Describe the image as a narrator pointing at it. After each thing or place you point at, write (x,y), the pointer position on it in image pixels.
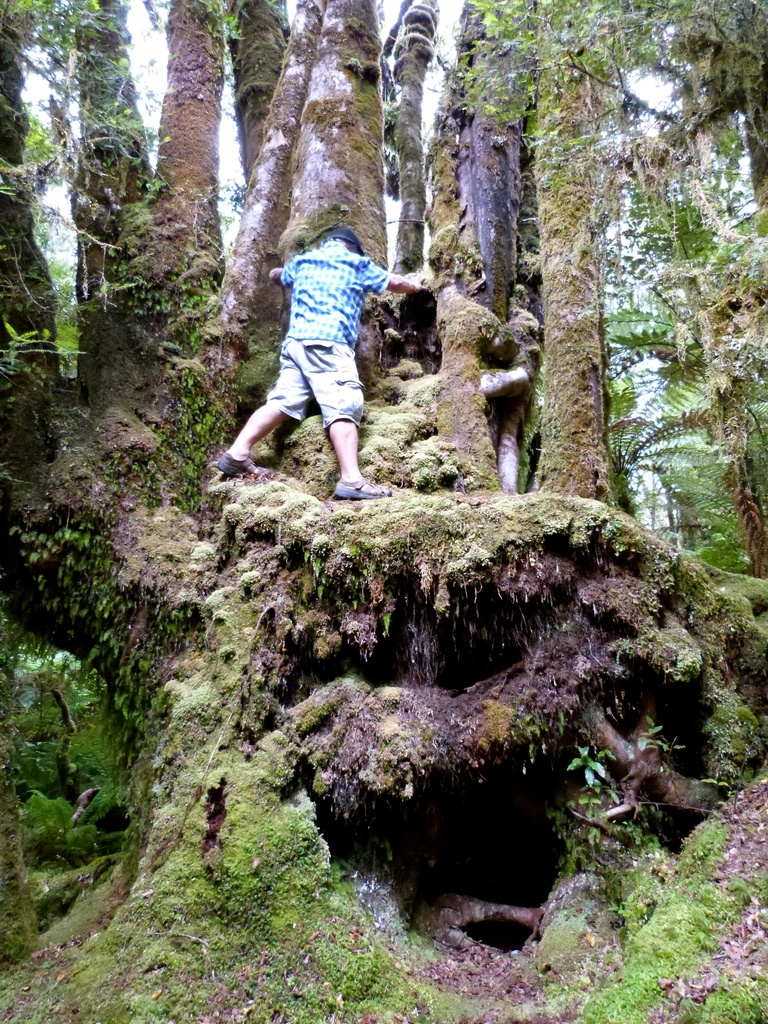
In the center of the image (429,416) there is a boy (349,249) climbing a tree (366,388). In the background of the image (210,128) there are trees (505,232). At the bottom of the image (245,972) there is grass (227,966).
